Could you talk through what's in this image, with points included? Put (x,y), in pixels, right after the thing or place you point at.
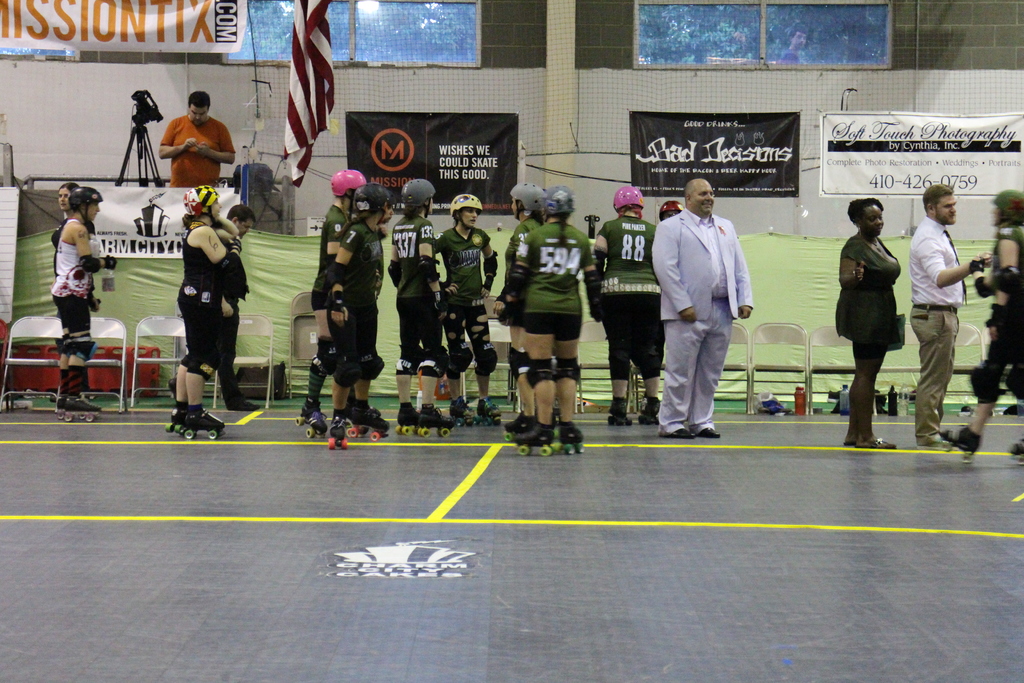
In the center (513,284) we can see the group of persons (543,281) wearing t-shirts (551,241), helmets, roller skates (441,431) and standing on the ground (647,470). On the right (939,261) we can see the group of persons (861,321) standing on the ground (831,460) and we can see there are some objects (798,405) placed on the ground (478,451) and we can see the chairs (13,360), banners (860,170) on which we can see the text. In the background (398,89) we can see the wall (530,84), mesh (603,76), windows (455,44), flag (323,77), camera (140,111), metal stand (154,169) and curtains (274,275) and some other objects (5,251).
